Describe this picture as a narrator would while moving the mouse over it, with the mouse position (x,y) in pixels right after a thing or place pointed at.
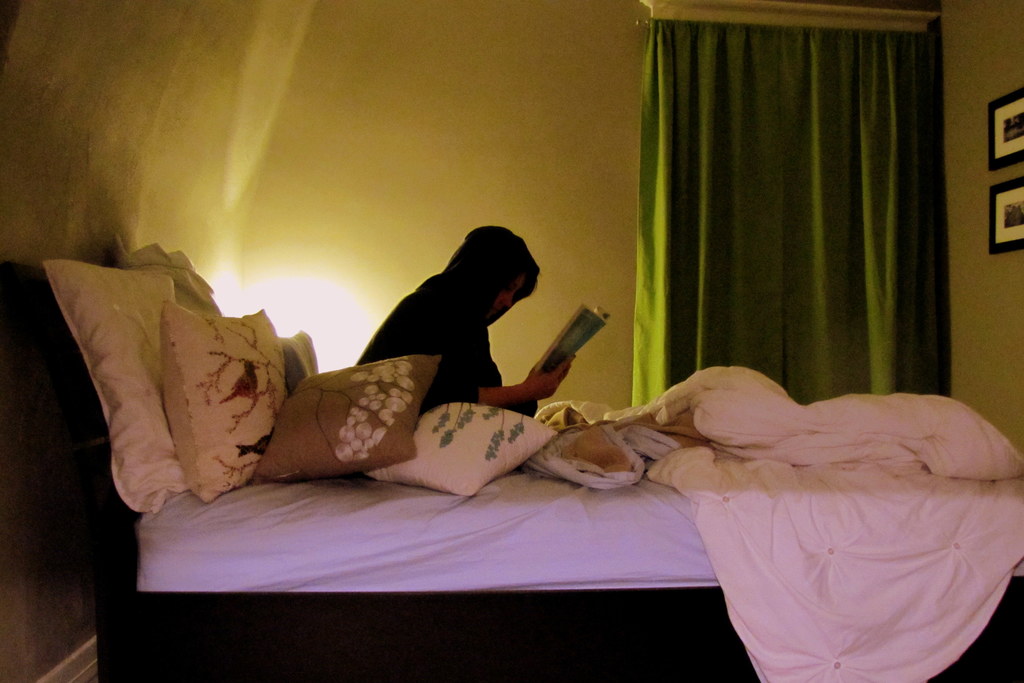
In this picture we can see a woman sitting on the bed (513,513). These are the pillows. And she is holding a book (575,333) with her hand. On the background (567,98) there is a wall (539,65). And this is the curtain (742,224). Here we can see two frames (1019,109) on the wall (990,334).
